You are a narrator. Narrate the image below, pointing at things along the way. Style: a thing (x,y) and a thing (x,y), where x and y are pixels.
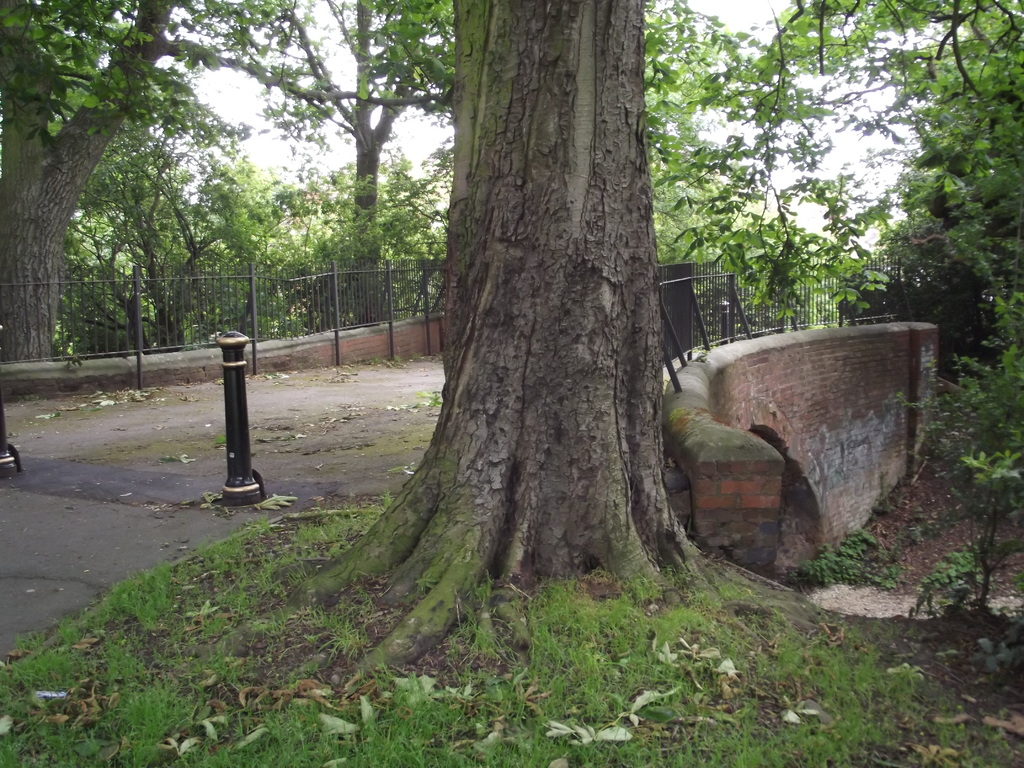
In this image I can see there is a road (272,387) and on the road (173,429) there are poles (242,360). On the left (290,547) and right side (912,302) there are trees (860,306) and grass (882,683). And there is a fence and a wall (272,353). And at the top (735,19) there is a sky (254,138).
